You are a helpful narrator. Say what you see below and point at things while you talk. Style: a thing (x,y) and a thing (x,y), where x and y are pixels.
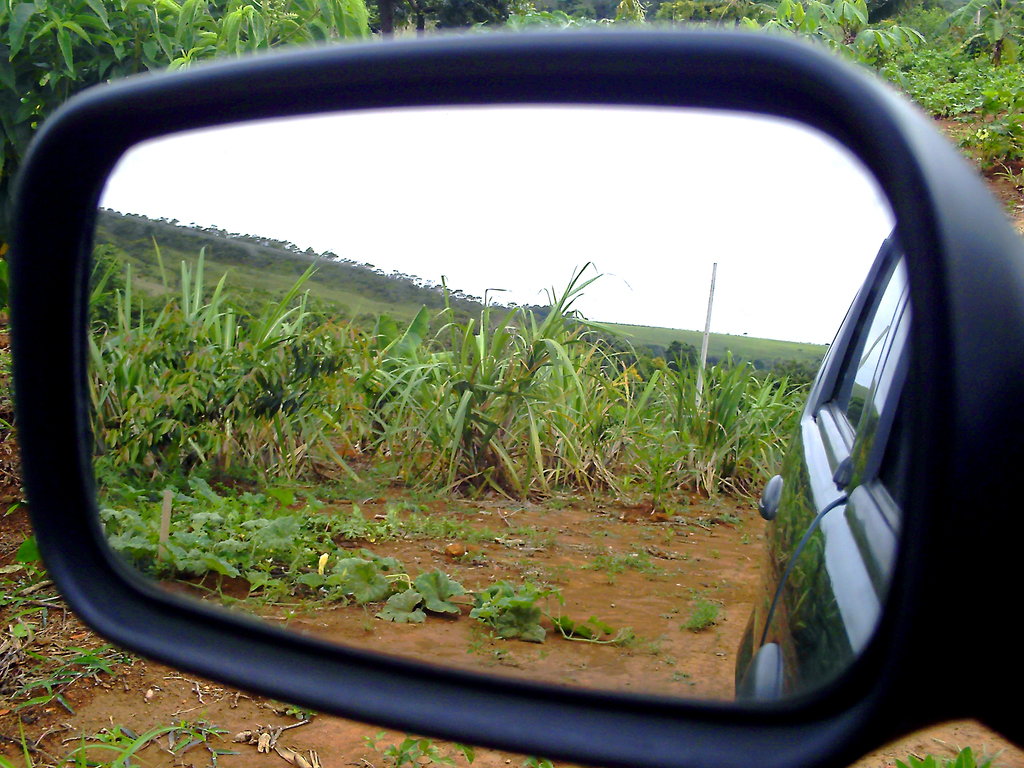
In this image, we can see reflection (659,416) of plants (721,418), pole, car (829,436) and sky (577,156) on side mirror (748,633). There are some plants (637,20) at the top of the image (266,37).
